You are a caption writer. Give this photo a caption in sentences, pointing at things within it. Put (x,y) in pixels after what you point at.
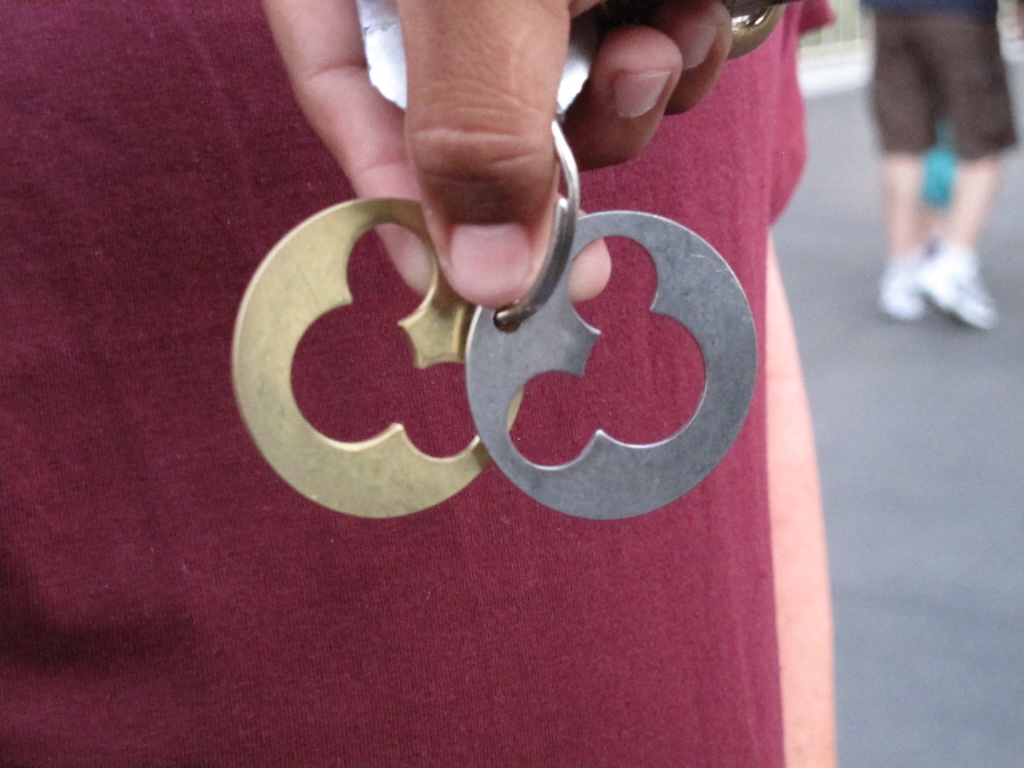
In this image, on the right side (881,31), we can see a person (948,293) walking. In the middle of the image (475,270), we can see a hand (559,16) of a person (668,78) holding something (748,19). In the background (579,630), we can see the red color.
